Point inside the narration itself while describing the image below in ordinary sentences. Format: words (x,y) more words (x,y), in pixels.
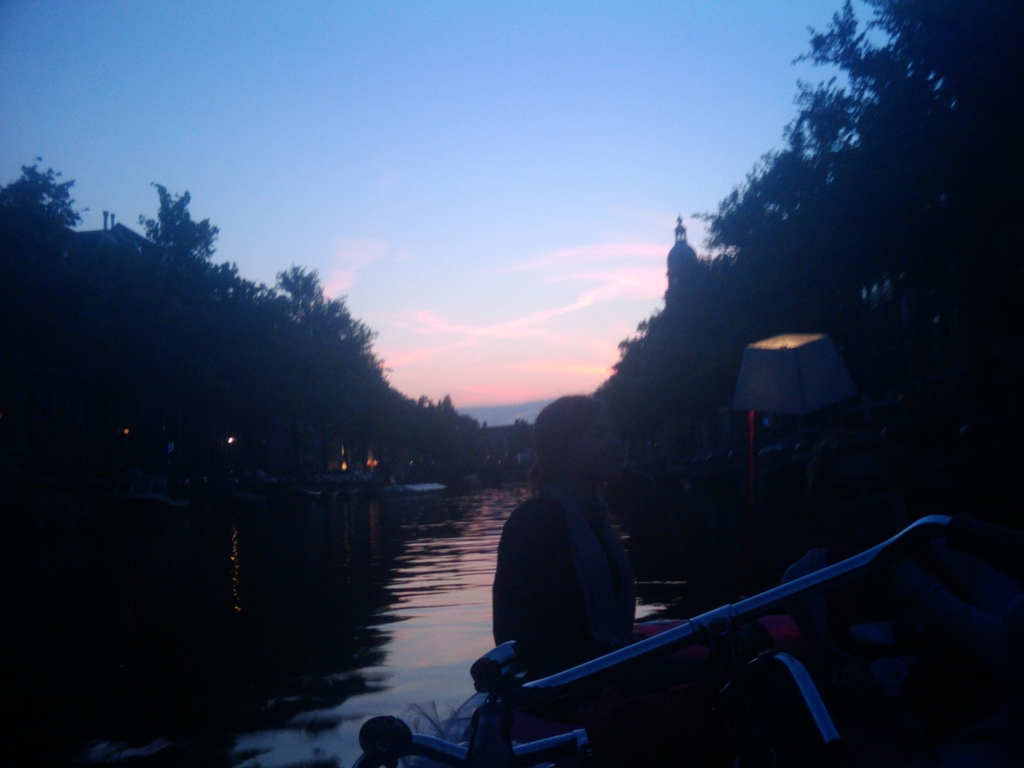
In this image there are a few people (575,526) sitting on a boat (591,685), which is on the water (302,511). On the left (148,300) and right side of the image (831,229) there are trees (126,327), behind the trees (126,327) there are buildings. In the background (536,184) there is the sky (489,212).
